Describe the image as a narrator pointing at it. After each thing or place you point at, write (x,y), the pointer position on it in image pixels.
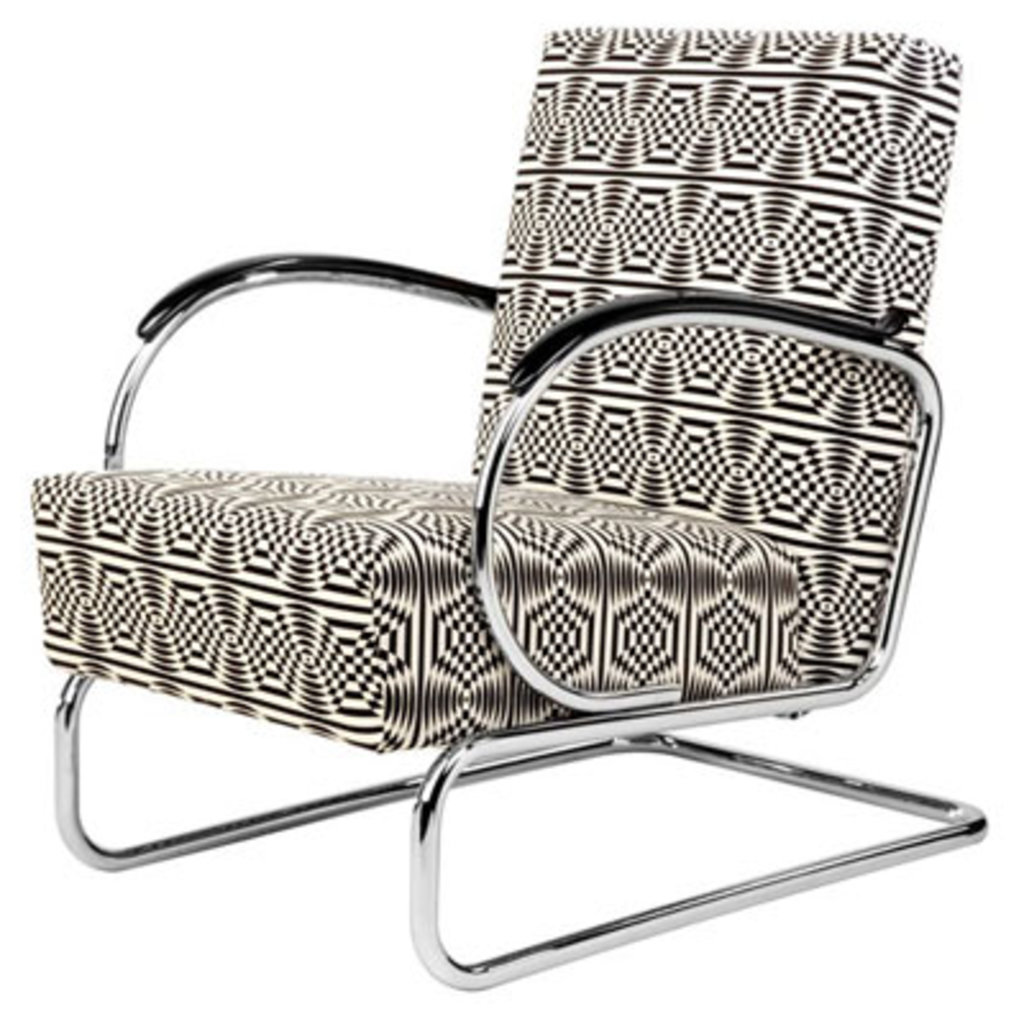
In this image we can see a chair (471,534).
